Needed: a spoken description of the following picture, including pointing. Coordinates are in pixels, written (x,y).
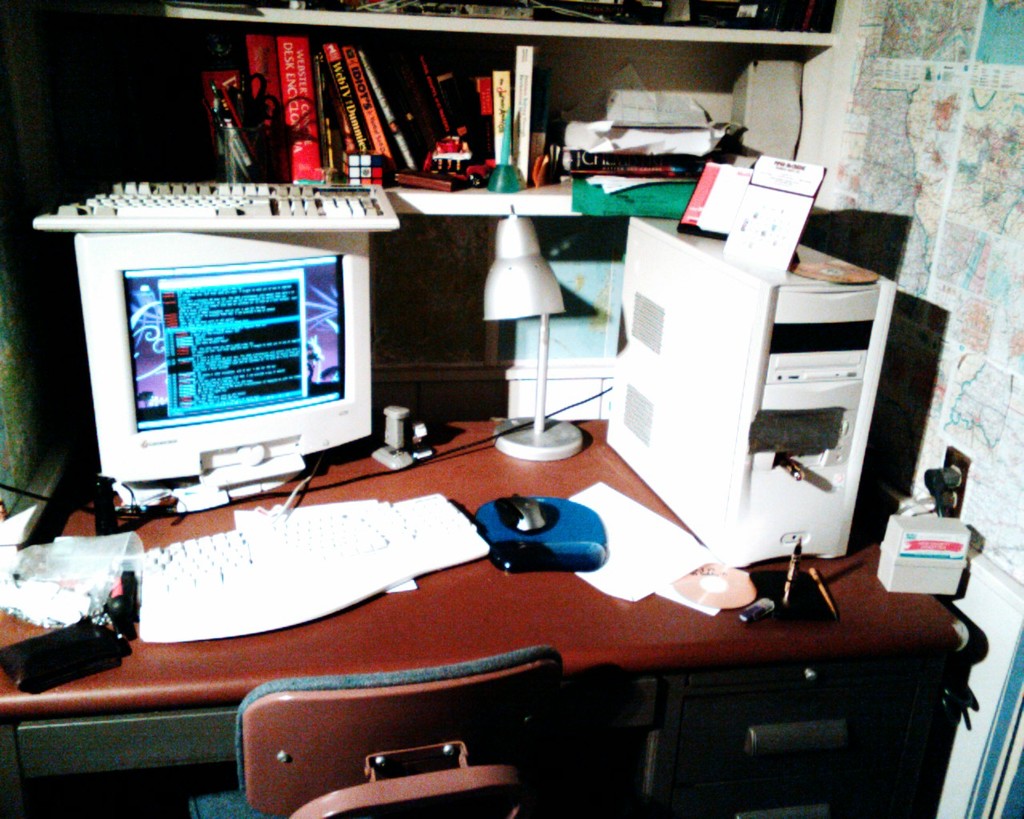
In this picture there is a computer (745,408). On the table (464,606), there is a computer screen (244,338), two keyboards (223,210), mouse (512,520), lamp (543,368), CUP (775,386) and CD (690,576). On the shelves (585,107) so many books (367,118) and one cube (367,161). On the right side (981,166) there is a map (1008,302). Here it's a chair (369,766).
